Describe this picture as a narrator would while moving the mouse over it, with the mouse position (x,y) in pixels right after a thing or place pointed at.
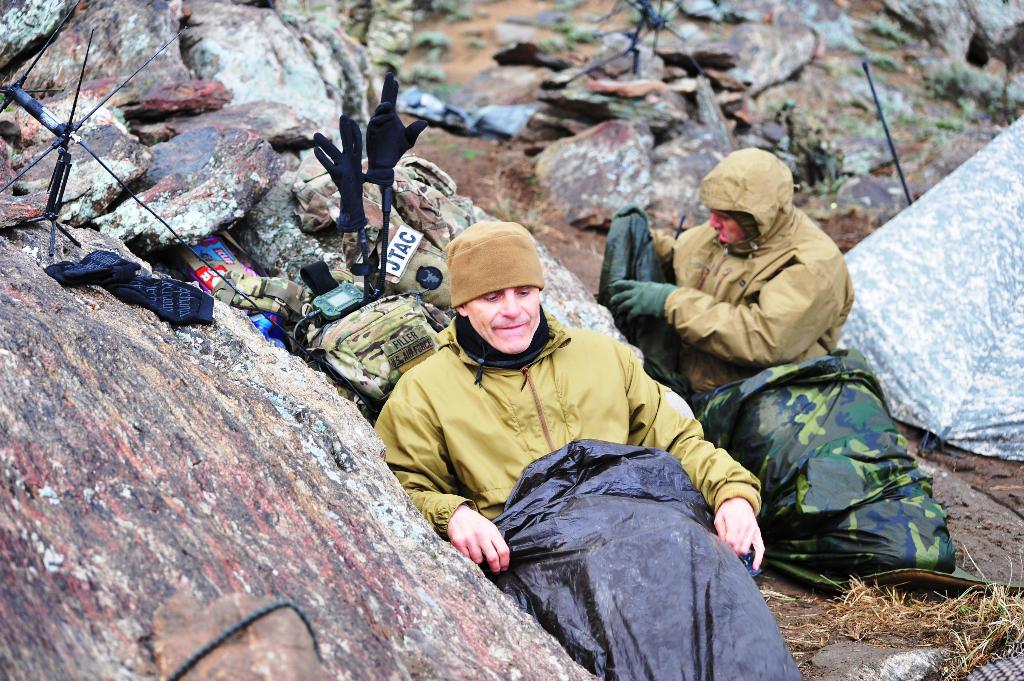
In this image, we can see people (688,322) wearing coats (546,364) and caps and are wearing some covers (686,547). In the background (383,164), there are gloves (383,164), uniforms (412,246), bags (331,321), and we can see some stands (63,161) and ropes (290,331) and there are rocks (517,84).
